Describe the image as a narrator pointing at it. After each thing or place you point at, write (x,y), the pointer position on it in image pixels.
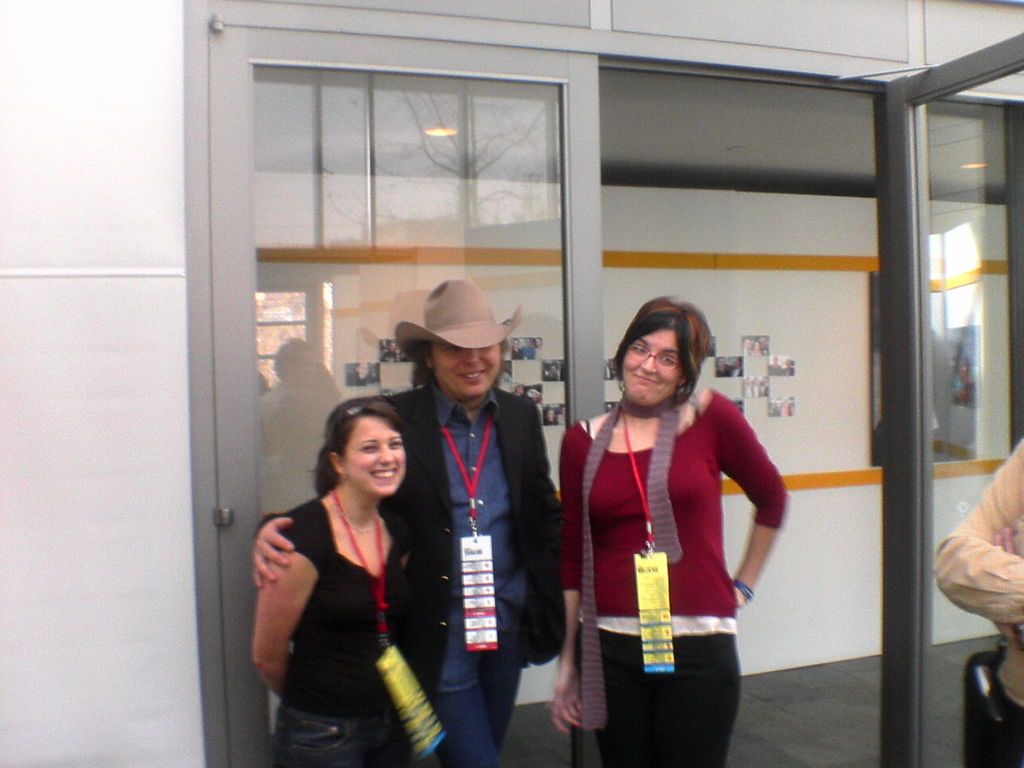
In this image there are people (543,631) standing, in the background (816,19) there is a wall (176,136), for that wall (763,9) there are doors (446,182).
